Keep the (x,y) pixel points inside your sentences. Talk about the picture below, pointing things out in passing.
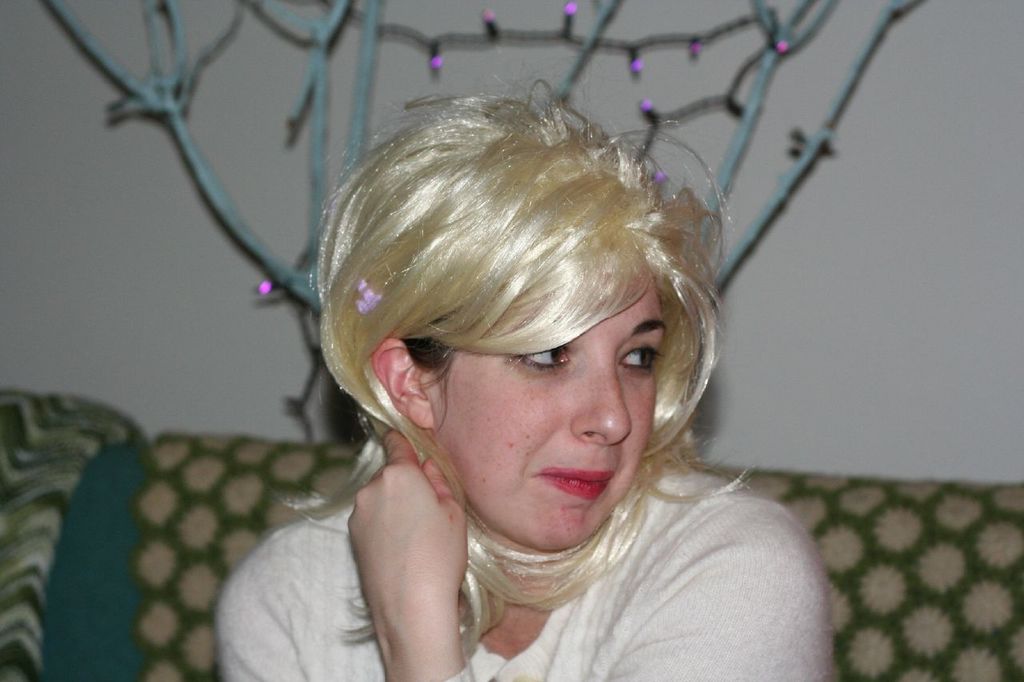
In this image we can see a woman (484,461) sitting on the couch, behind her we can see a wall (290,202), and serial lights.
